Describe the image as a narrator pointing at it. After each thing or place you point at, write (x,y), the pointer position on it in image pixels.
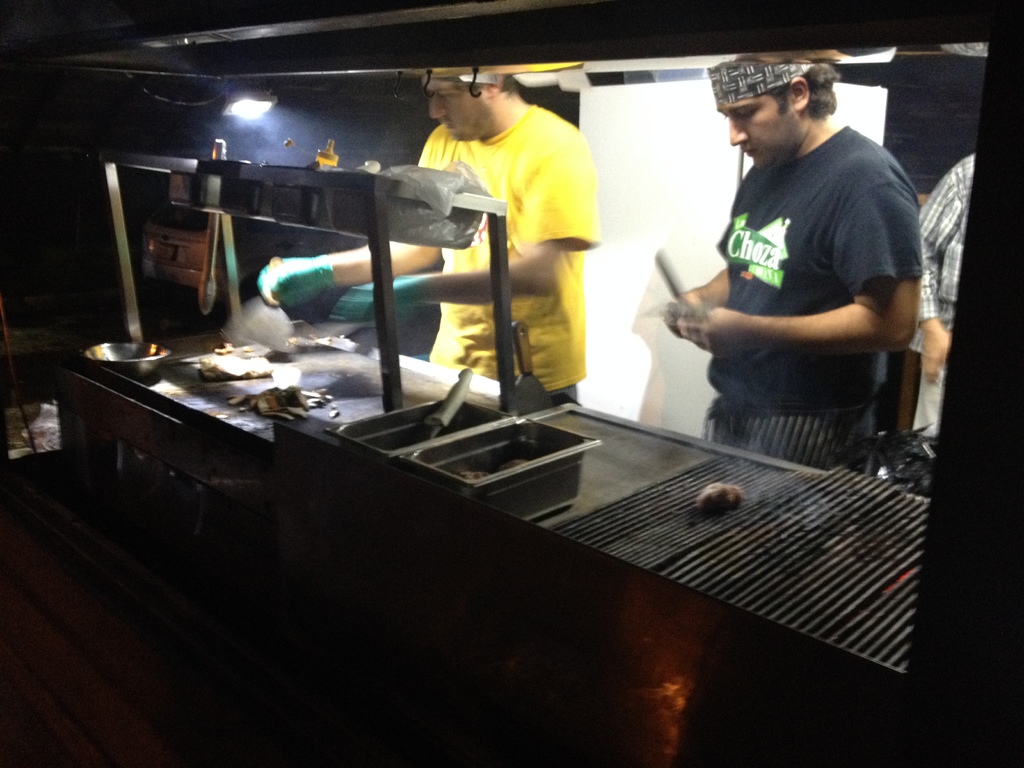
2 people (548,180) are standing. They are cooking. The person (519,262) at the center (517,273) is wearing a yellow t shirt (456,259) and there is a light (253,112) on the top (239,115).
